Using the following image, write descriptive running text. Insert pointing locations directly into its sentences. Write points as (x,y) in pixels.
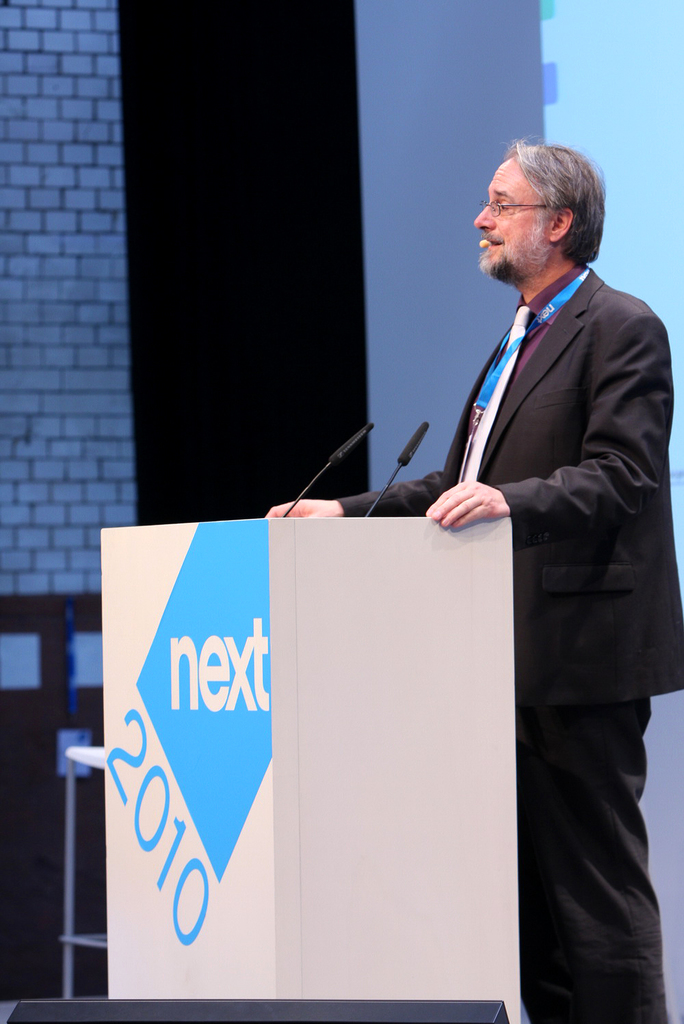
In this image, we can see a person (479,388) standing and wearing an id card (488,399), coat (577,382) and a tie (514,336) and we can see a podium (331,611) and mics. In the background (127,444), there is a stool (72,761) and we can see screen (550,98) and a wall (121,150).
